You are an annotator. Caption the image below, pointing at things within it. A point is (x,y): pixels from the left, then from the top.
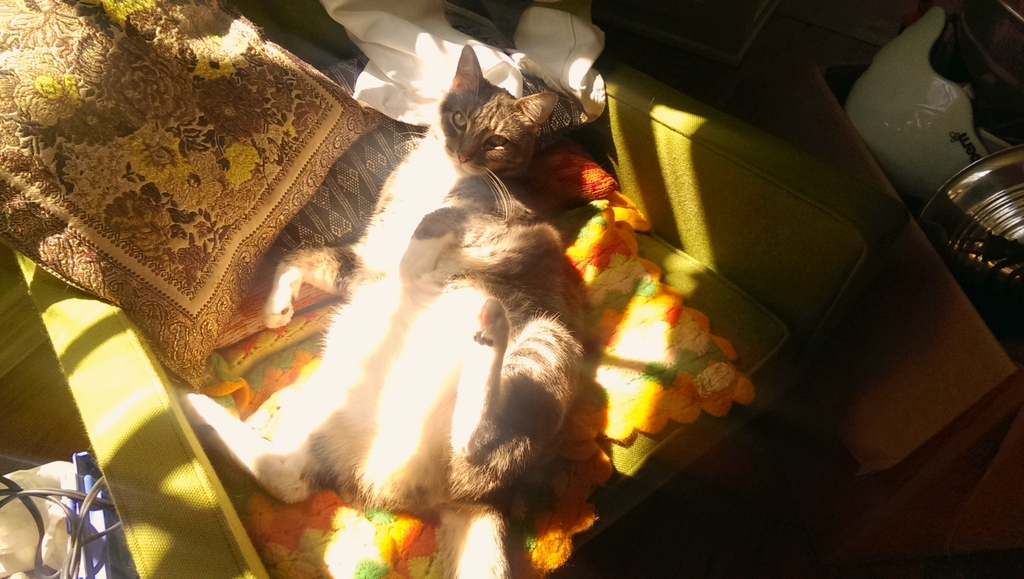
In the center of this picture (565,362) we can see a cat (345,276) lying on an object (749,305) which seems to be the bed (762,305) and we can see the pillows (286,143), cables (41,542) and some other objects (925,88). In the right corner (930,314) we can see a box (899,329) containing some objects (945,139).
